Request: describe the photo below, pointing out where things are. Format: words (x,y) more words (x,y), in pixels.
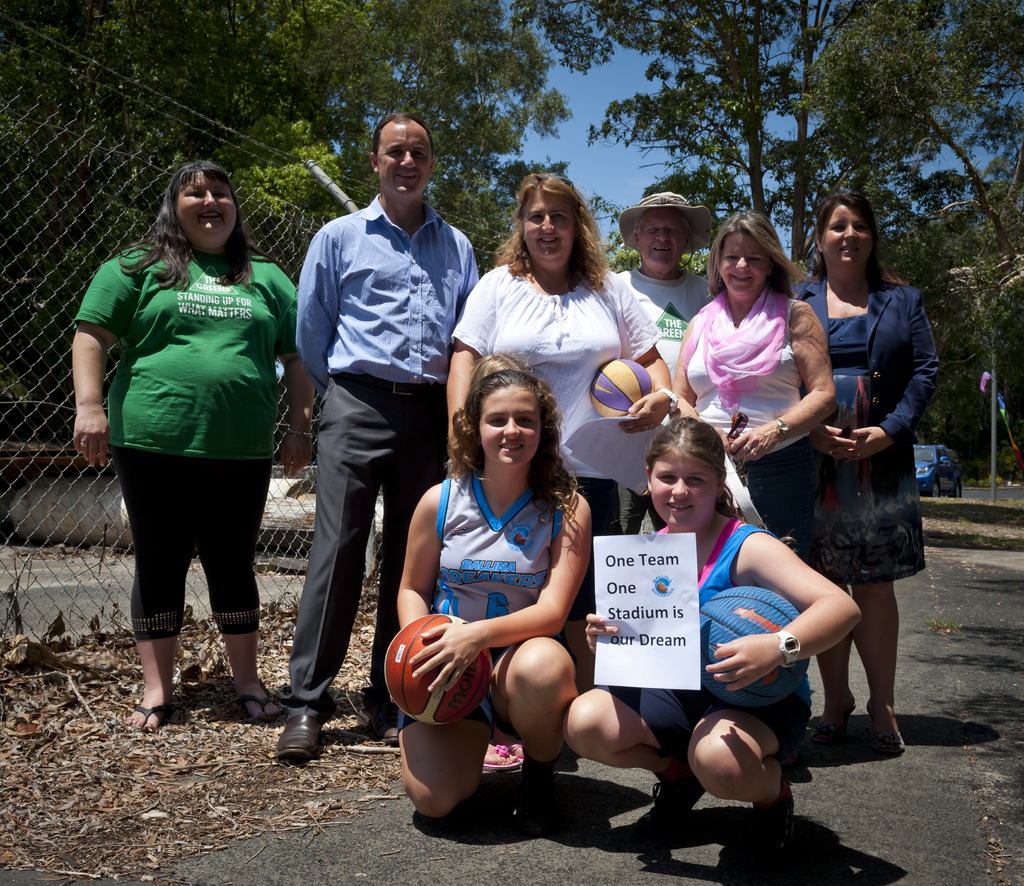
At the bottom of the image (525,698) there are two ladies (569,564) sitting. The girl (602,710) sitting on the right (695,634) is holding a paper (619,662) and we can see balls (486,657) in their hands (725,660). In the background (229,525) there are people (647,350) standing. On the left (0,191) there is a mesh (191,574). In the background (332,112) there are trees (949,440), car (945,476) and sky (580,168).
